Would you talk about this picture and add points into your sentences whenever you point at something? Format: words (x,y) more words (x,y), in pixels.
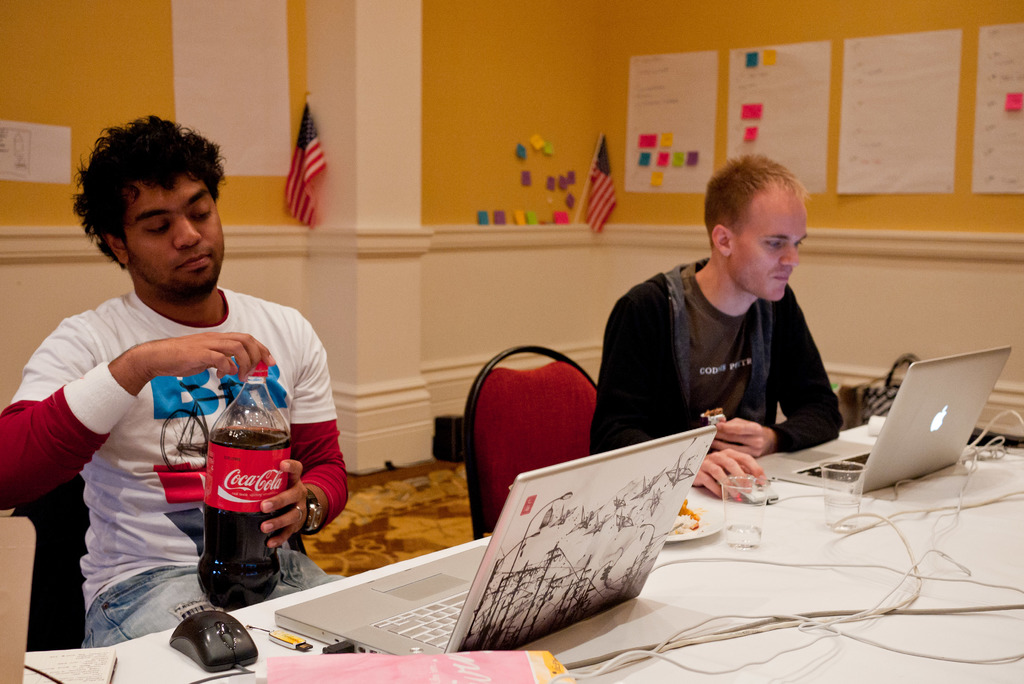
There are two man (312,367) sitting on a room (309,545) holding a coke bottle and other holding chocolate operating laptop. behind them there is a chart paper (1009,27) on wall (638,204) and flag (302,151).
